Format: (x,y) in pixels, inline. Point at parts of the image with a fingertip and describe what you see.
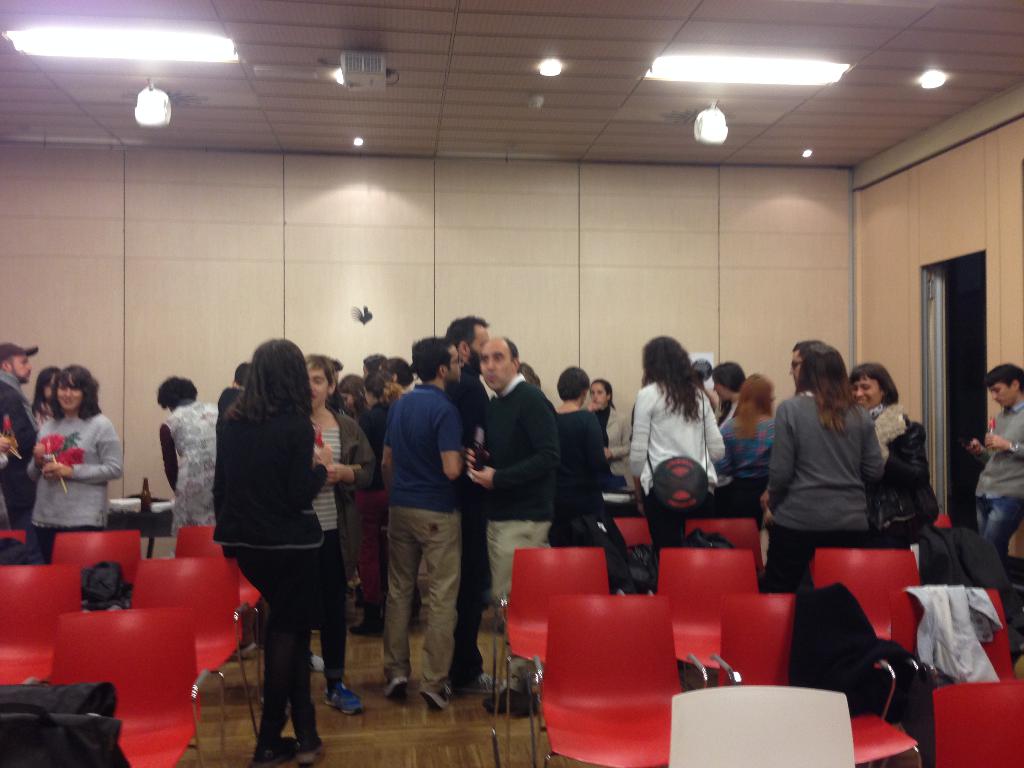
In the image there are many people (361,474) standing and discussing in a room (291,447) and around them there are many empty chairs (629,644) and there are some jackets (856,647) kept on the chairs (78,539), in the background (268,307) there is a wall (782,294) and on the right side (974,354) there is a door (974,354).
